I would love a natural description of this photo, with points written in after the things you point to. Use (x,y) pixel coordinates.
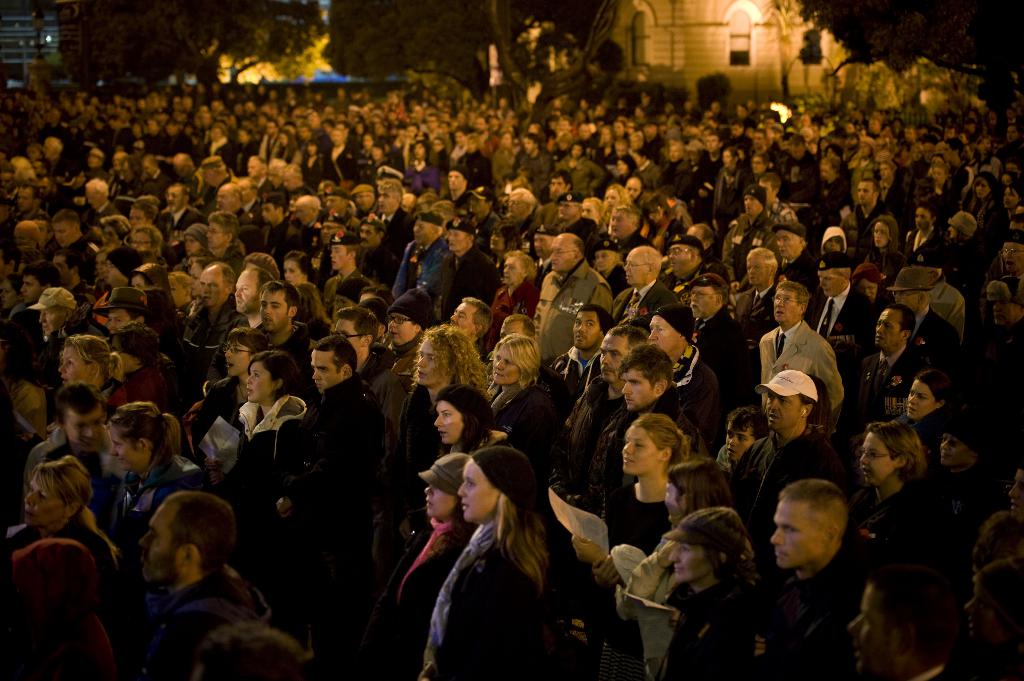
In the image we can see there are many people (698,339) around, they are standing, wearing clothes (617,406) and some of them are wearing caps (788,376). Here we can see trees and the buildings (24,25).
